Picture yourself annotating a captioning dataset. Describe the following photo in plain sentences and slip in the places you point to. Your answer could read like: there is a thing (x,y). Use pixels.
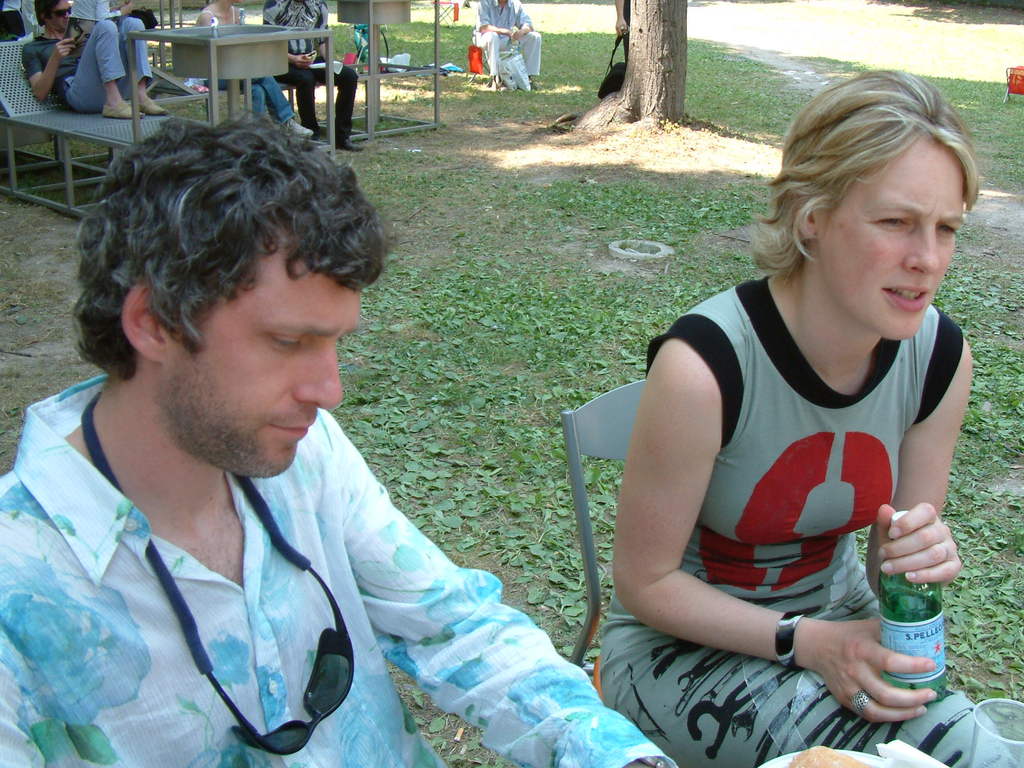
In the foreground of the picture (748,564) there is a man (203,331) and woman (638,559) sitting on chair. In center (565,298) the picture there are plants (479,380). In the background (227,89) there are benches (4,89), people (114,32), tree (658,46) and other objects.
